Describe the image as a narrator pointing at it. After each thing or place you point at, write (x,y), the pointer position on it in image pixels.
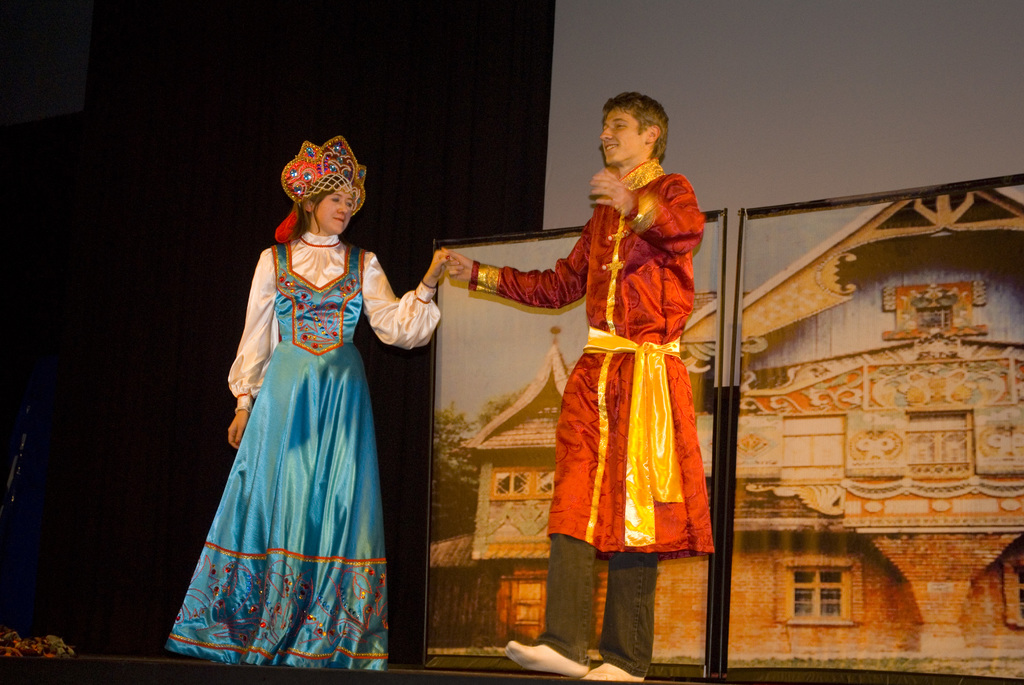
In this image I can see two persons (409,321) are standing in the front (673,308) and I can see both of them are wearing costumes (357,454). In the background (490,639) I can see few frames (1014,266) and on the bottom left corner of this image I can see an object (44,648).
